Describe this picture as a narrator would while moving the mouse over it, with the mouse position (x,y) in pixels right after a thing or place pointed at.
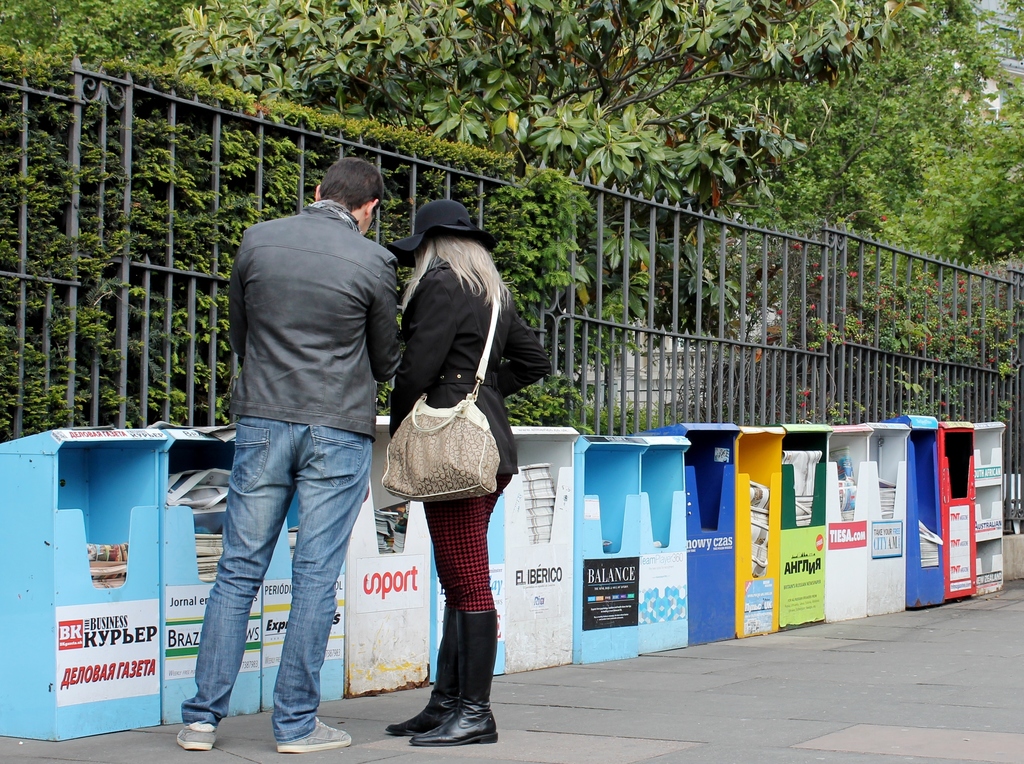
In this picture there is a man (360,356) and woman (483,399) stood at side of the road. They are staring at newspaper boxes (541,494). Behind the newspaper boxes (746,510) there is railing (744,249) and there are several plants (192,184), trees (386,98) in behind. The woman (467,229) wore black boots (473,656) and has blond hair (483,270) with a hand bag (485,443). The guy (318,317) wore grey color jacket (397,335).
